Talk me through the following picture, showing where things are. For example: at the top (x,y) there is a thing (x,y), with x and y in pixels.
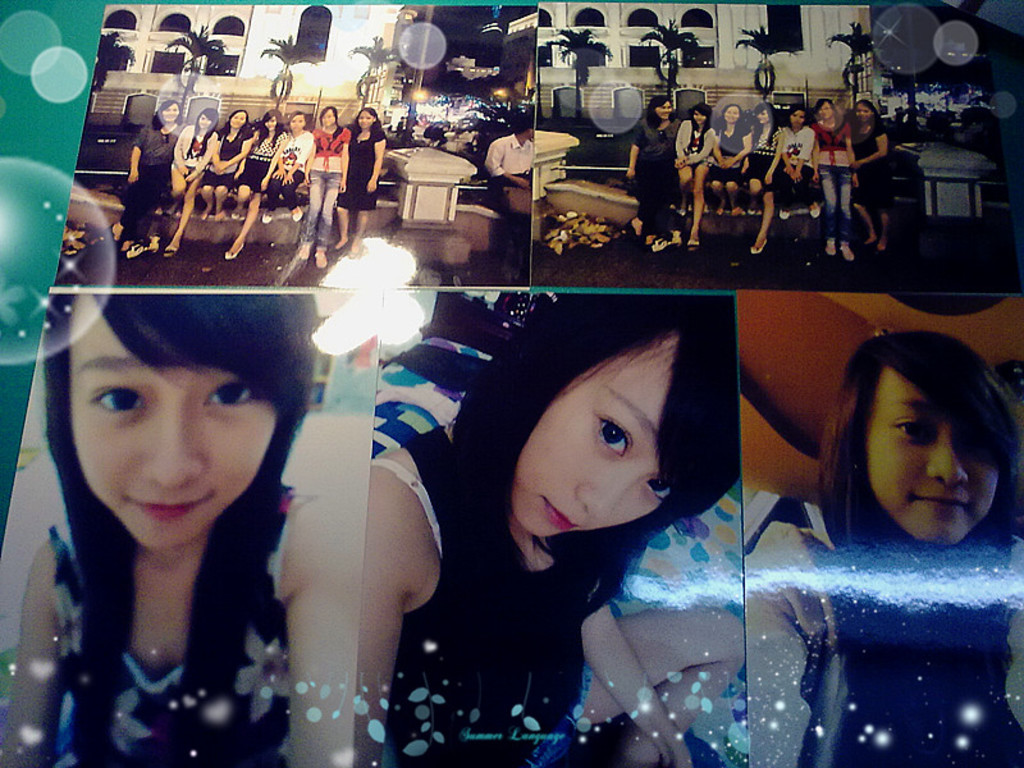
A collage picture. In these three images we can see the same woman (576,458). Top these two images are the same. Here we can see a group of people (247,151). Background (146,27) there is a building (212,24) with windows (313,26) and trees (100,69).
